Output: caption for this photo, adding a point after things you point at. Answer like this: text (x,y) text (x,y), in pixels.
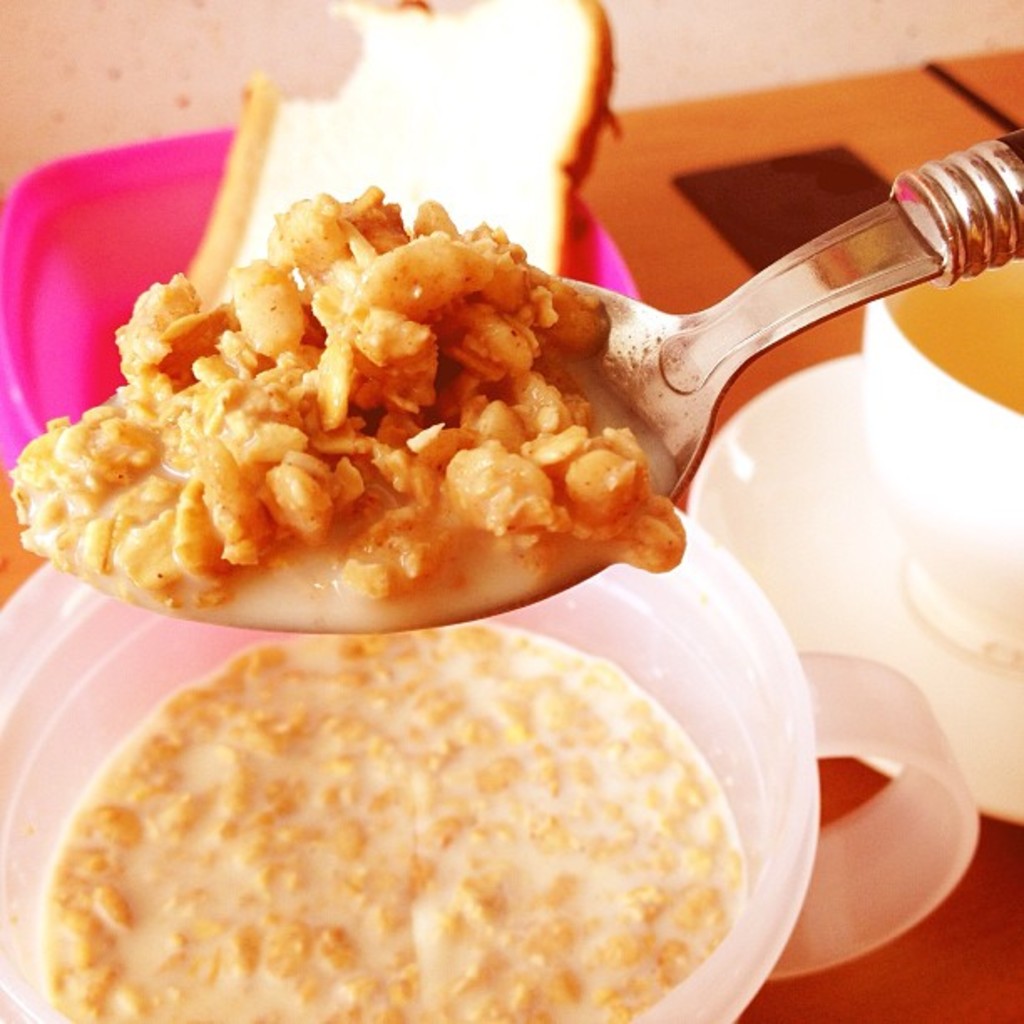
The picture consists of a table (994,108), on the table (889,1001) there are cup (913,493), saucer (873,570), bowl (43,981), spoon (721,343), bread (455,134), box (70,250) and food item (367,579).
